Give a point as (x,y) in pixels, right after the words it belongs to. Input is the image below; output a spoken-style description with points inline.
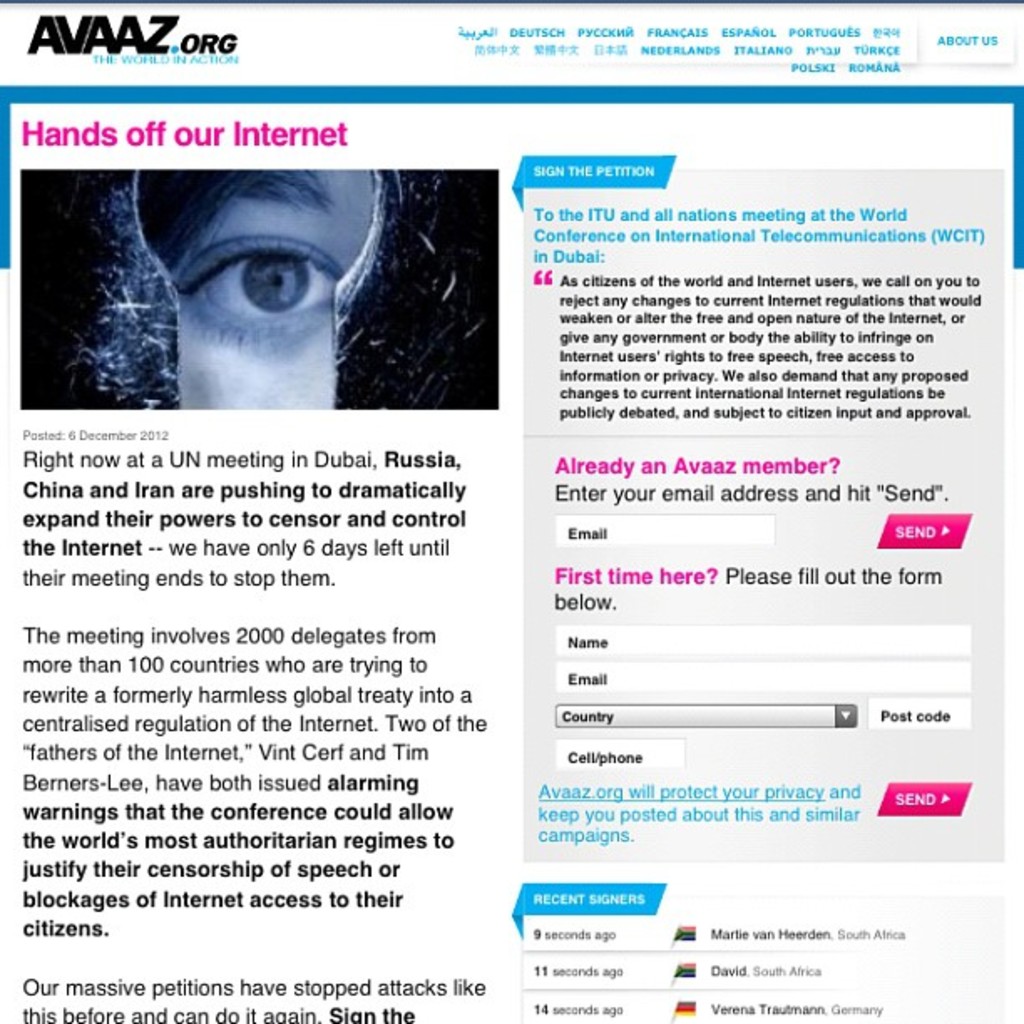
In this image I can see something is written on the left (211,980) and on the right side of this image (811,365). I can also see a eye (333,296) of a person (301,258) on the top left side (204,248) this image.
